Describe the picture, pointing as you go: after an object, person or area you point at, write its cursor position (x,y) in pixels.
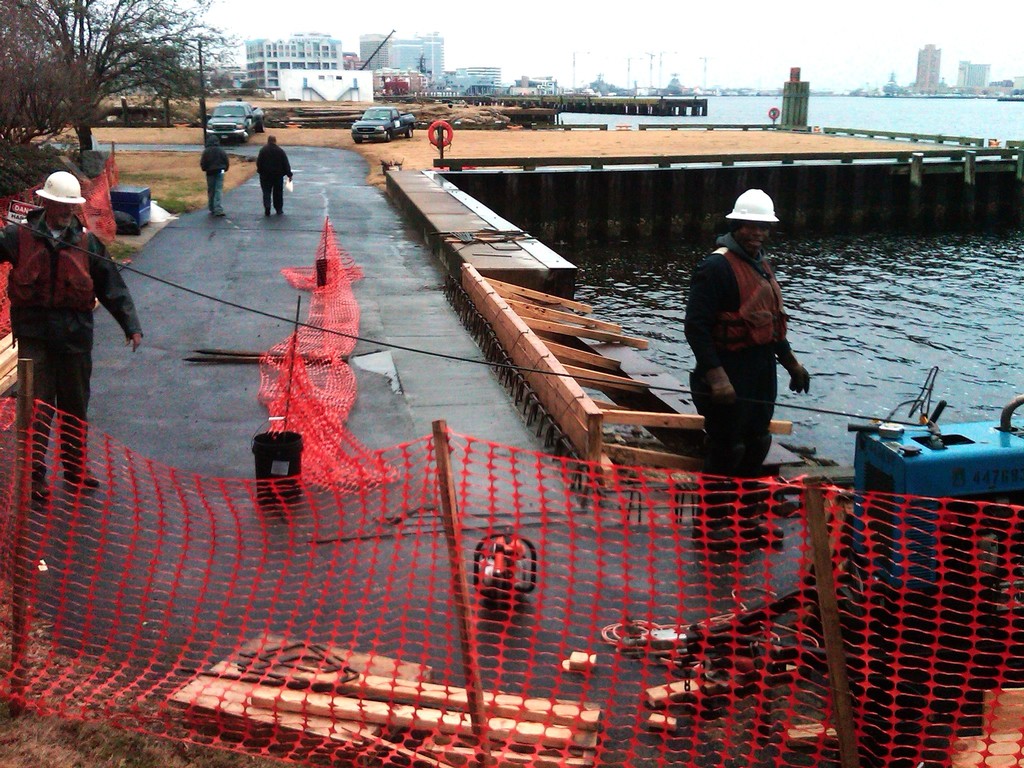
In the foreground of the picture (382,664) there are wooden materials (371,681), net (187,557), people (81,359), cable (776,404), grass (68,760) and other objects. On the right (1012,273) there is a water body (797,260). In the center of the picture (514,264) there are people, trees (90,73), cars (387,139), dock (477,158), road (360,182), dustbin (132,213) and many other objects (366,109). In the center of the background (317,81) there are buildings (349,70). At the top (731,48) it is sky (206,19).
